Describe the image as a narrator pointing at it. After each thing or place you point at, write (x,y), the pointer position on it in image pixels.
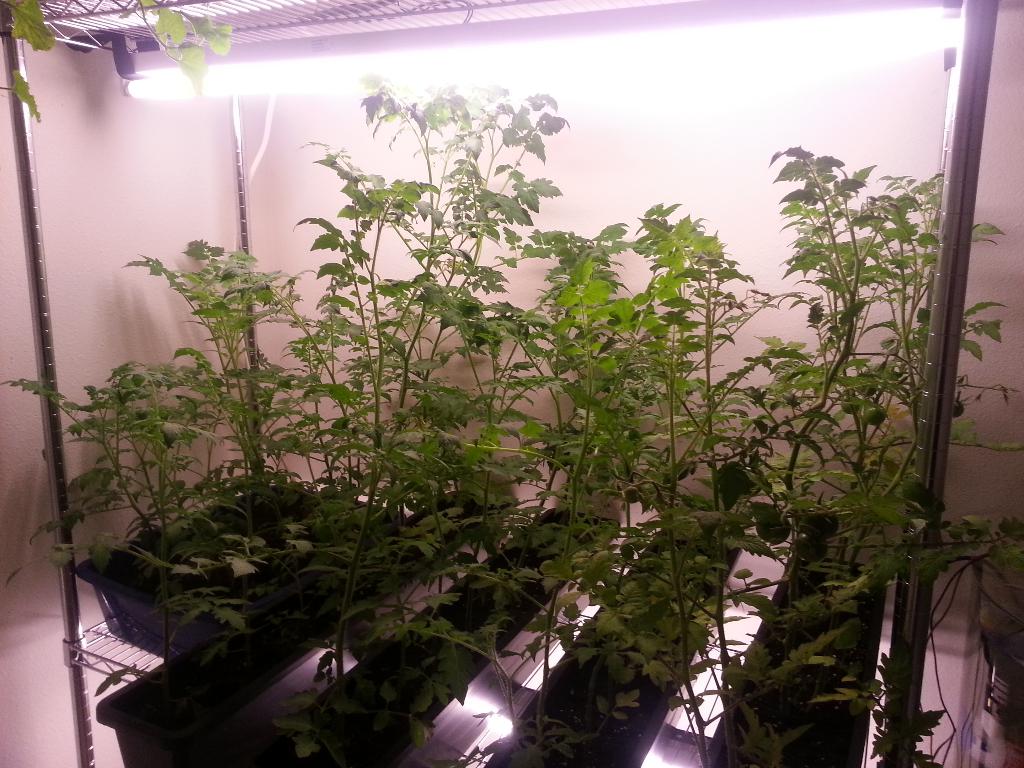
In this image I can see plant pots (865,609). There are metal rods (987,39) and there is a light (241,70) at the top (390,48). There is a wall (583,153) at the back (44,183).
